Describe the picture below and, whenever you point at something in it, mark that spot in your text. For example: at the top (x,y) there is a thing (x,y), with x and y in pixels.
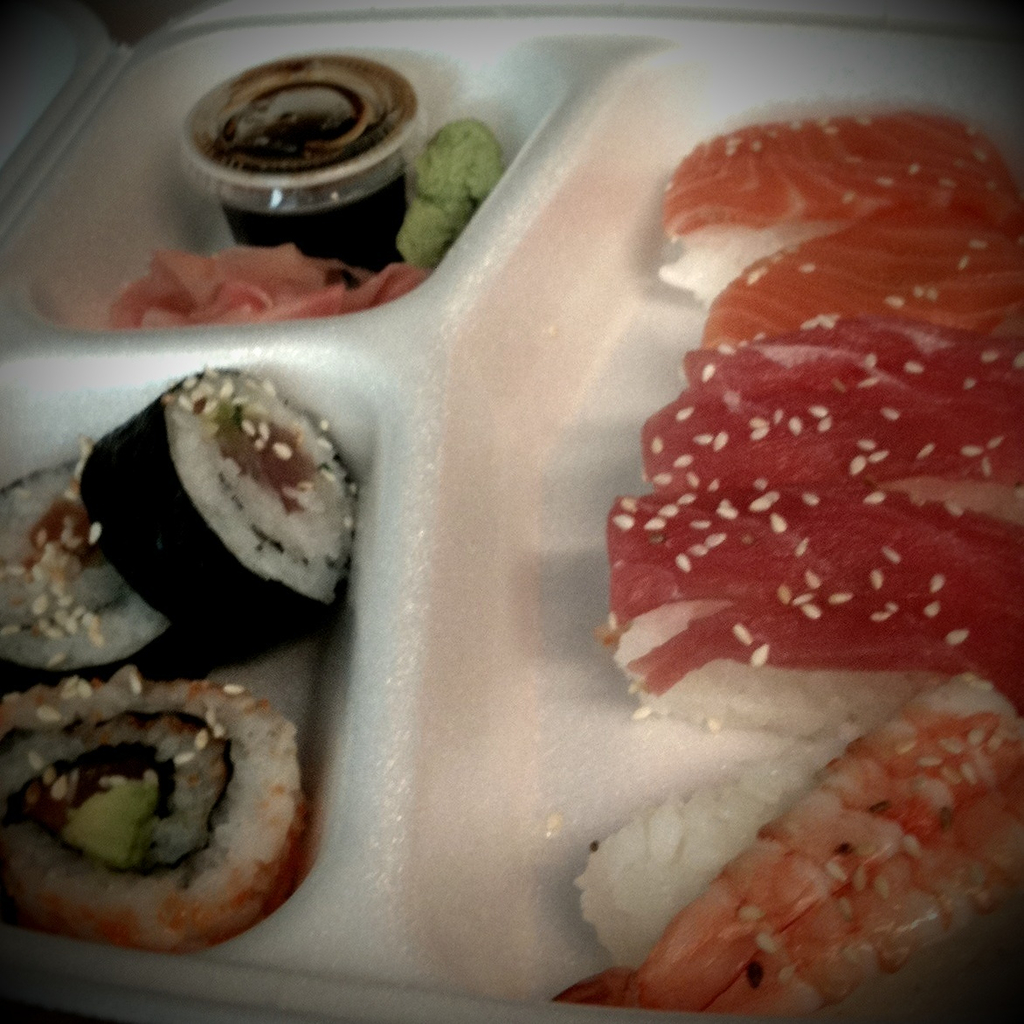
In the center of the image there are food items (27,514) in a plate (915,964).
